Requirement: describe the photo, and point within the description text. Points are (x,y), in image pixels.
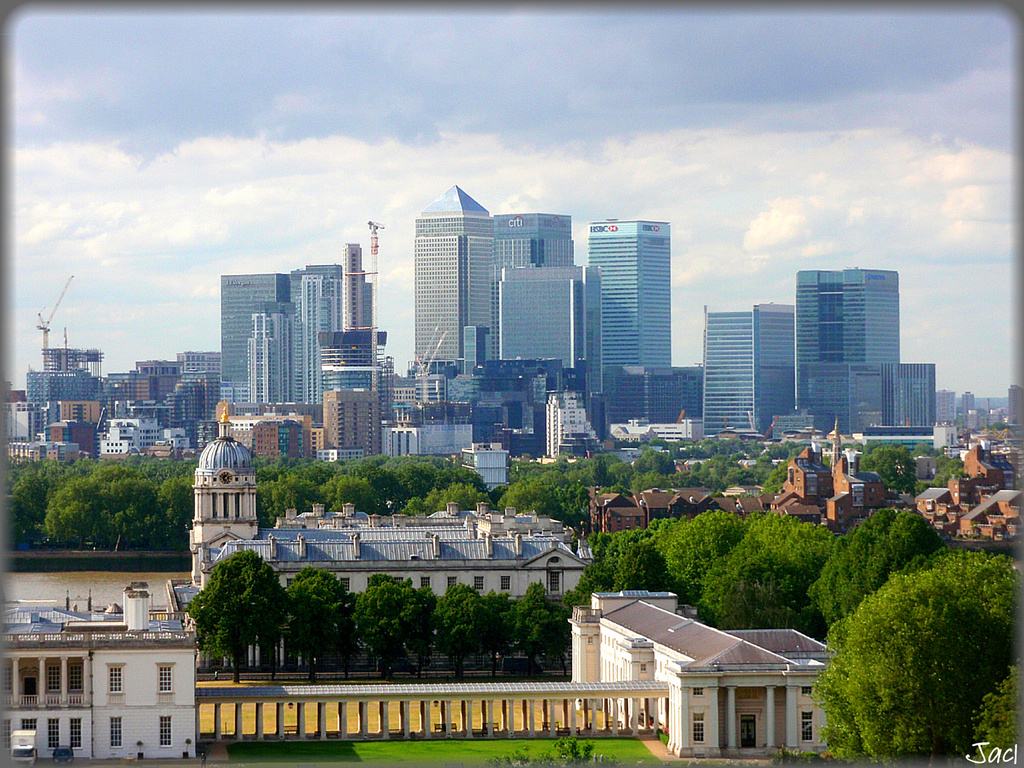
In this image we can see a group of buildings (542,349), a tower (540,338), crane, a group of trees (923,579), grass (449,742), a roof (771,661) with pillars (554,721), some houses (634,641), the water (84,584) and the sky (377,138) which looks cloudy.
